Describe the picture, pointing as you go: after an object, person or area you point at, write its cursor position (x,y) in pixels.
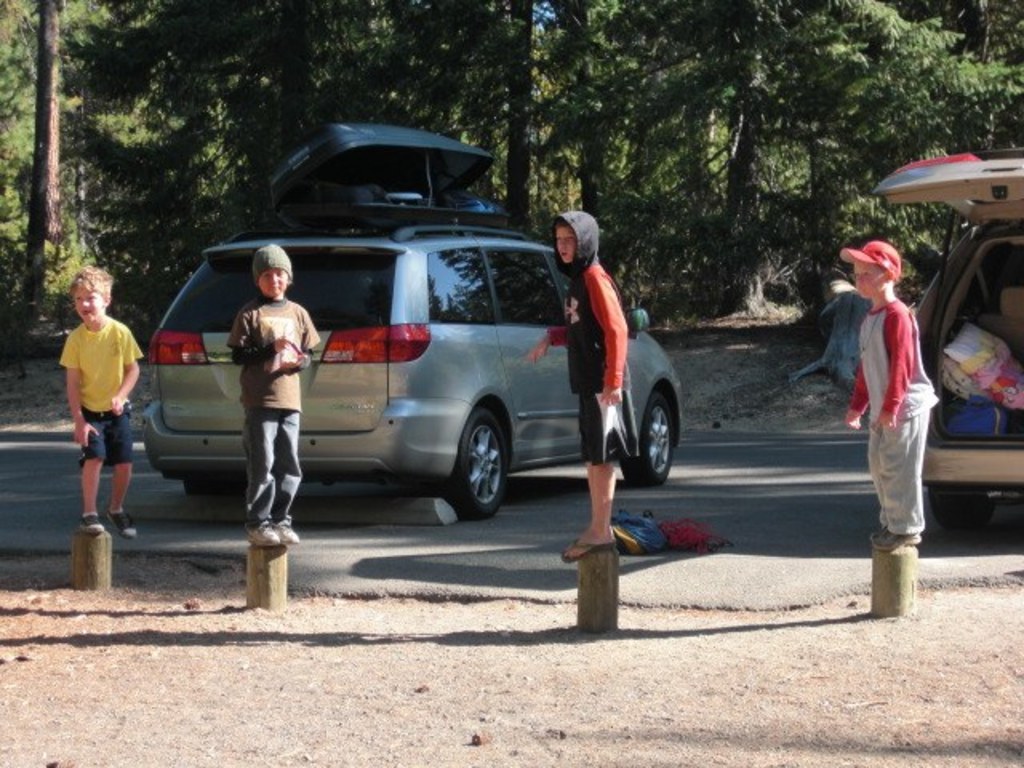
In this image we can see few children (128,334) standing on the object (611,564) and there are two vehicles (538,242) on the road (839,559) and we can see some objects (652,525). There are some trees (338,88) in the background (929,45).
